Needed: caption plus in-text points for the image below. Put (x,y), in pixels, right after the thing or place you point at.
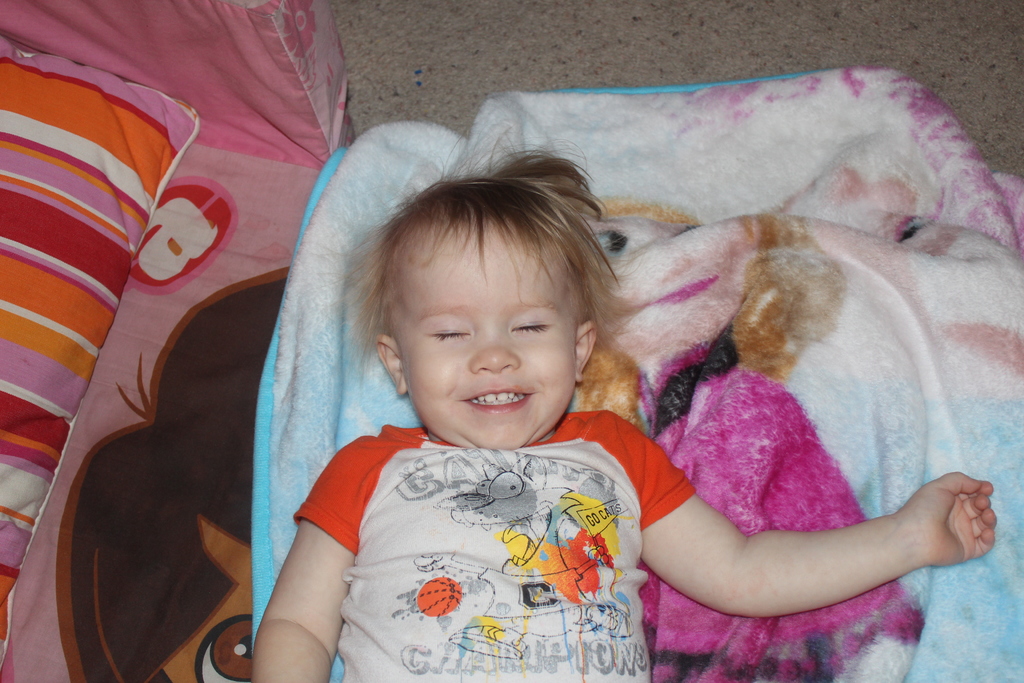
In this picture we can see a kid (583,533) is lying and smiling, at the bottom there is a cloth (876,360), we can see a pillow (117,222) on the left side (245,244), at the bottom (164,542) we can also see bed sheet (160,523).
